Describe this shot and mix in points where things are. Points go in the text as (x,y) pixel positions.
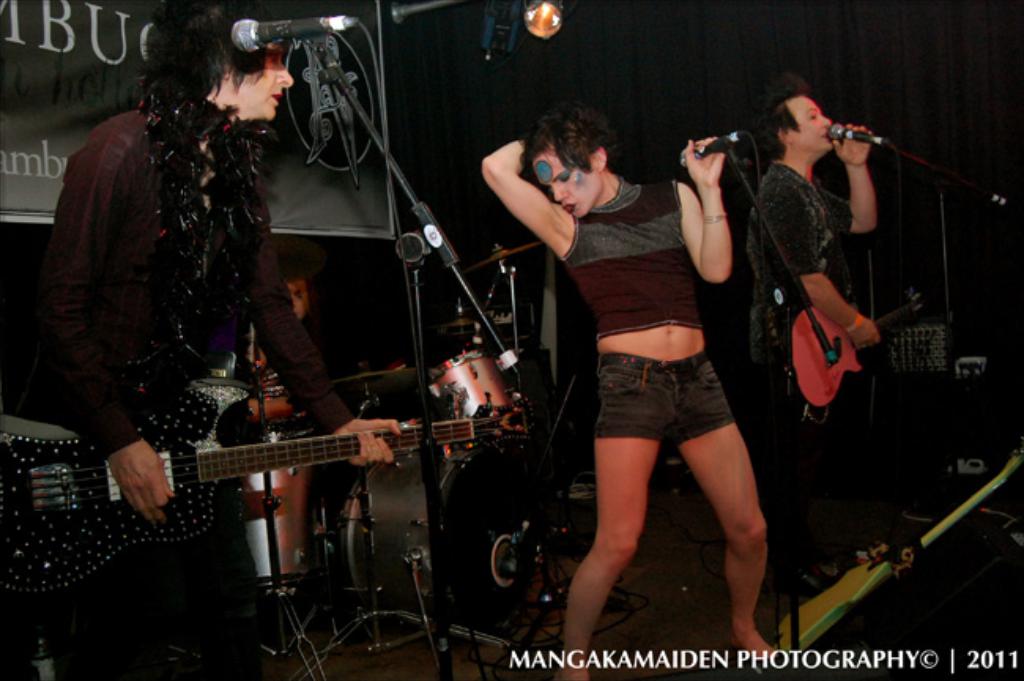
There are group of people (814,162) in this picture standing on stage (456,655) and singing a song. There are holding the microphone (265,37) with stand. Background of this people (777,382) is a music instrument (817,358) and a banner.
